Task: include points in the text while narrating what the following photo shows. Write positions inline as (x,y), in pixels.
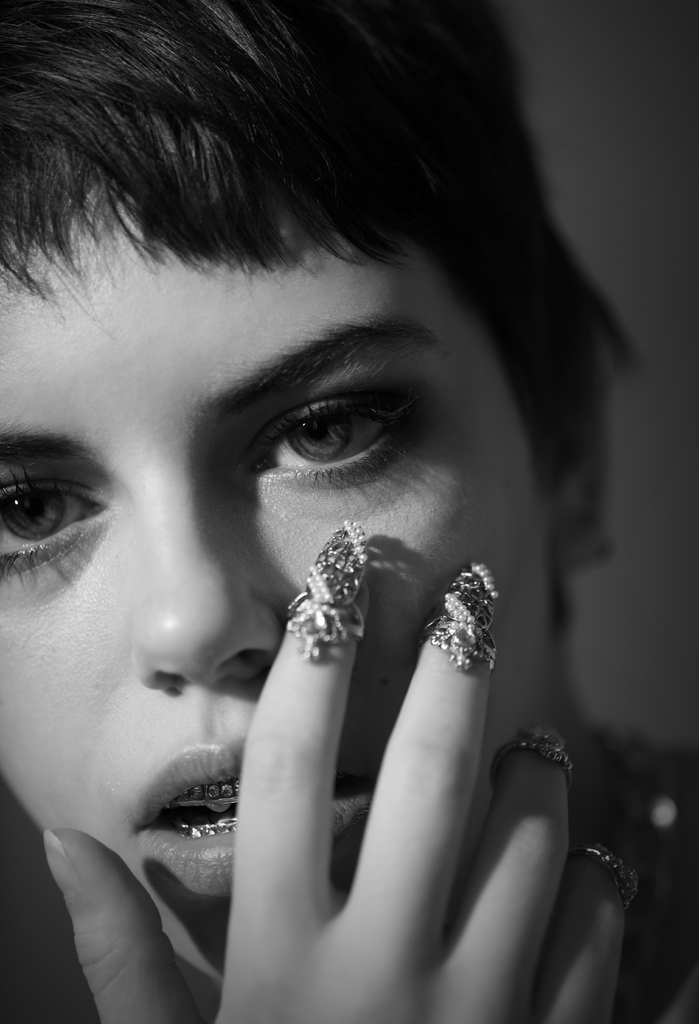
This is a black and white picture. In this picture, we see a woman (203,697) and she is putting her fingers (458,973) on her face (416,636). We see a nail polish (358,638) and a nail art (327,634) to her nails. In the background (531,101), it is blurred.
